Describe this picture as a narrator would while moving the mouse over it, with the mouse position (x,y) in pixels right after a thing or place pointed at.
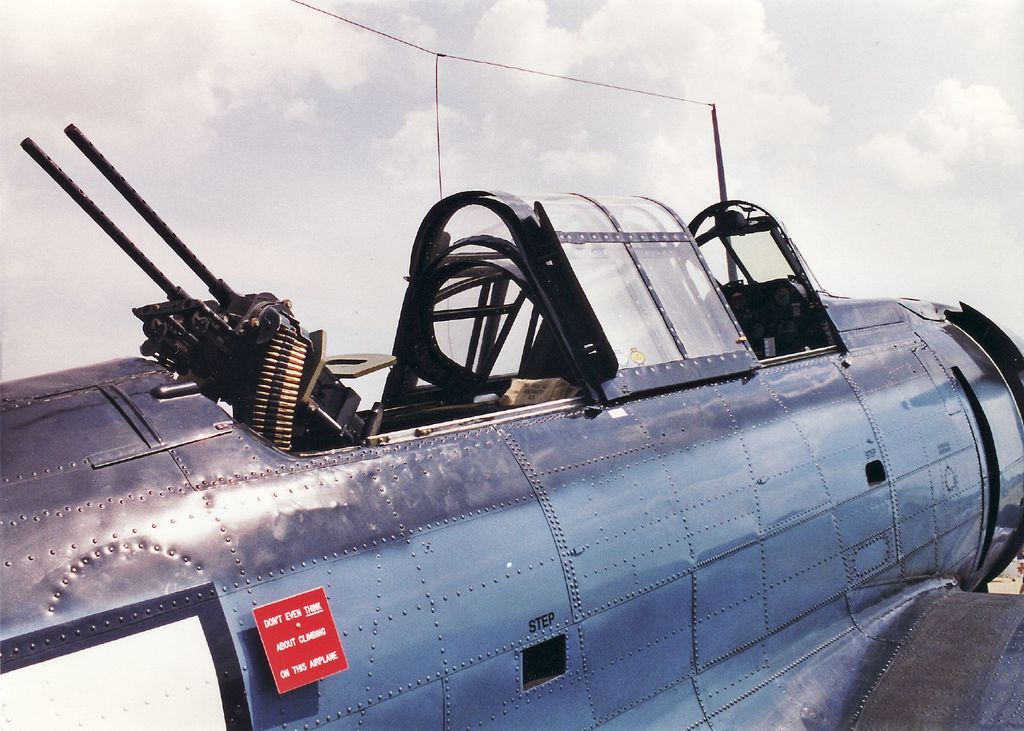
In this picture we can see plane (546,579), guns (140,306), board (315,648), pole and wires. In the background of the image (209,232) we can see sky (798,193) with clouds (817,167).
